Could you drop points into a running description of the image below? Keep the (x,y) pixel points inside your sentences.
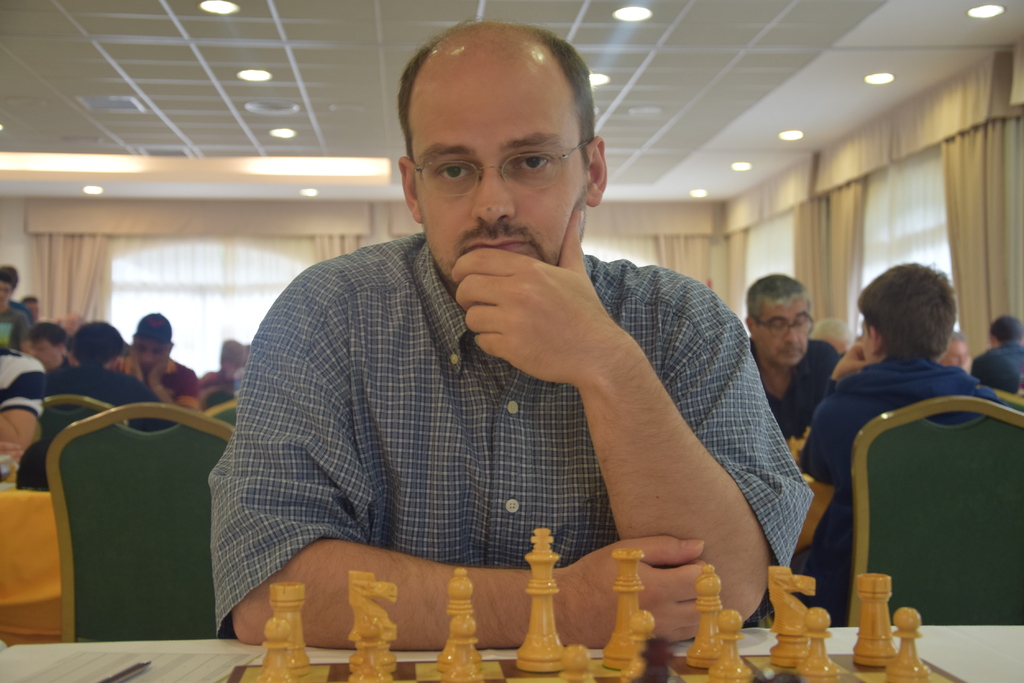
In the center of the image (518,388) we can see one person (586,380) sitting. In front of him, there is a table (378,658). On the table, we can see one chess board (340,675), etc. In the background (667,214) there is a wall (715,203), curtains (650,222), lights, few people (873,353) are sitting on the chairs (53,411) and a few other objects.
